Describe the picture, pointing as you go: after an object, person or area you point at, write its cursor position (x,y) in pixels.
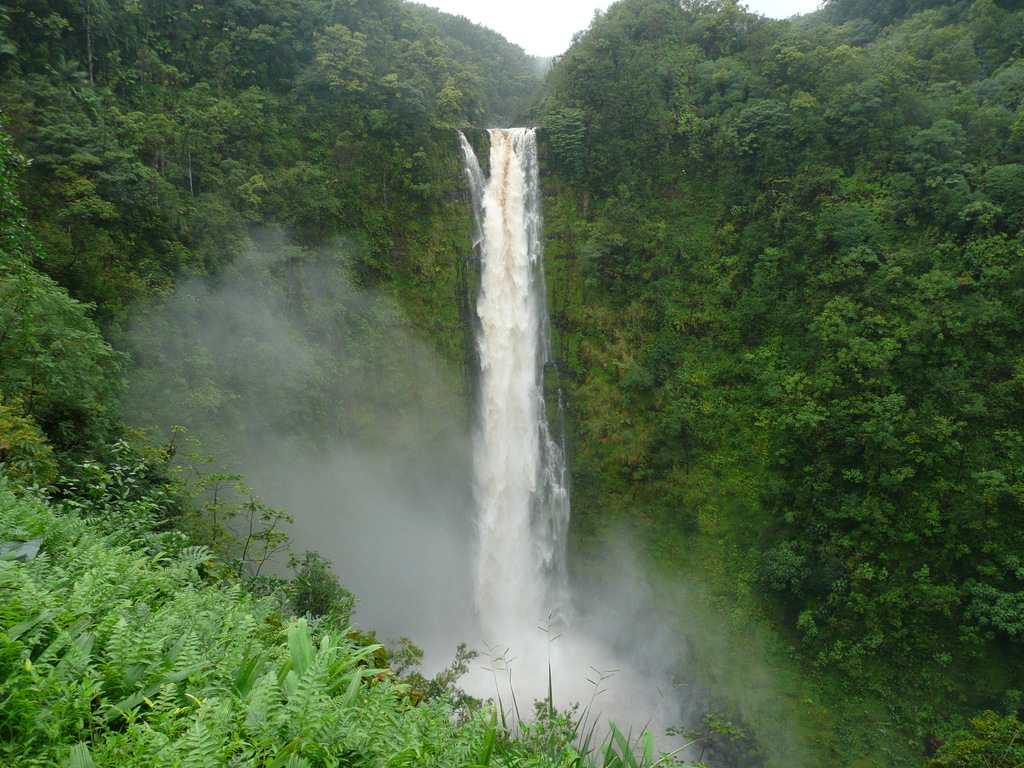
In this picture, there is a waterfall (531,163) in the center (533,379). The entire picture is covered with the plants (766,407) and trees (712,239).
